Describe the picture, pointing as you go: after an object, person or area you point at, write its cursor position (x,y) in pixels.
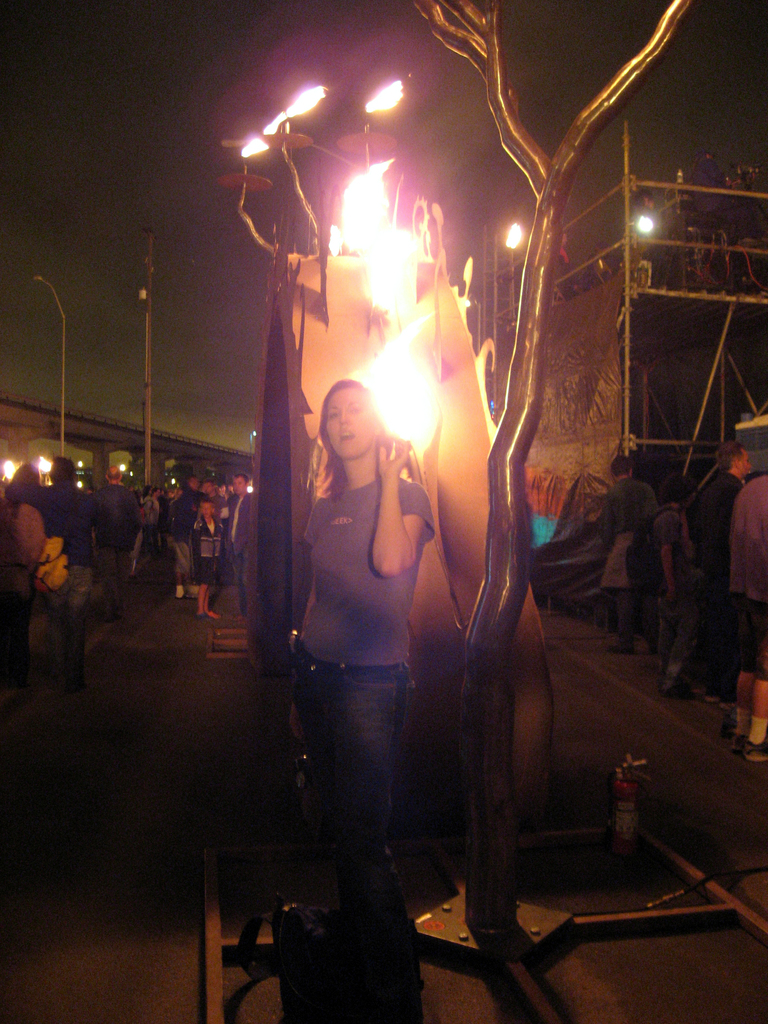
In this picture there is a girl (342,382), standing near to the metal trees (498,465) and lights (409,396). Here we can see few persons (685,509) standing near to the scaffolding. In the background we can see group of persons (194,494) standing near to the street lights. On the top (152,39) there is a sky (140,29).
